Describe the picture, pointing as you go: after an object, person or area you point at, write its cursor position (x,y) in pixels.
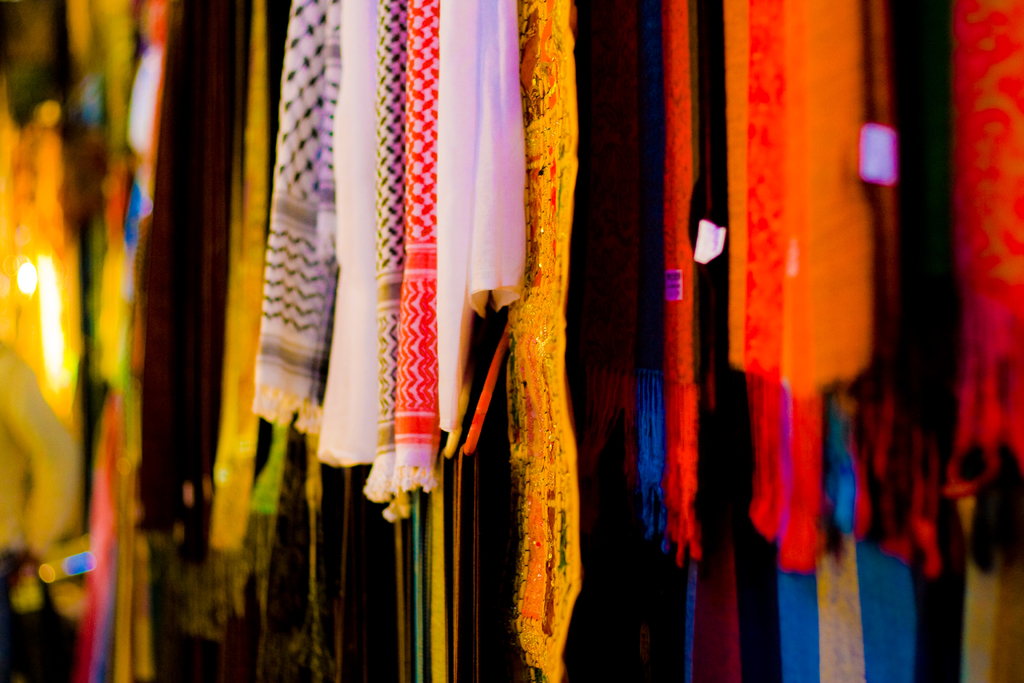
In the image we can see there are different color clothes (405,184) and the corners of the image is blurred.
